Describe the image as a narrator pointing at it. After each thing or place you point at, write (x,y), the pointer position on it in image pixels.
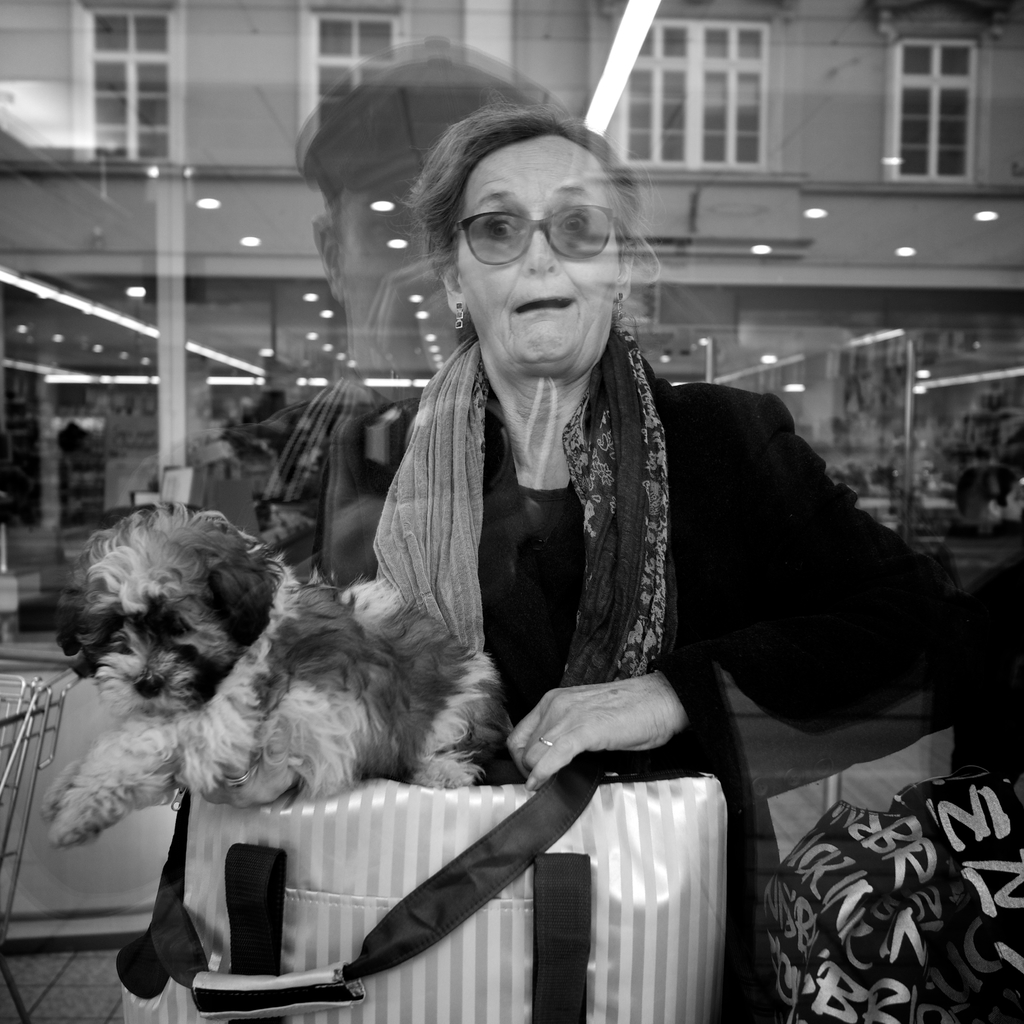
A lady (618,515) wearing black dress (577,545) is wearing a scarf (424,494), spectacles (485,251). She is holding a bag (461,840) and a puppy (345,695). In the background (264,223) there is a building (761,147) with windows (692,116).
